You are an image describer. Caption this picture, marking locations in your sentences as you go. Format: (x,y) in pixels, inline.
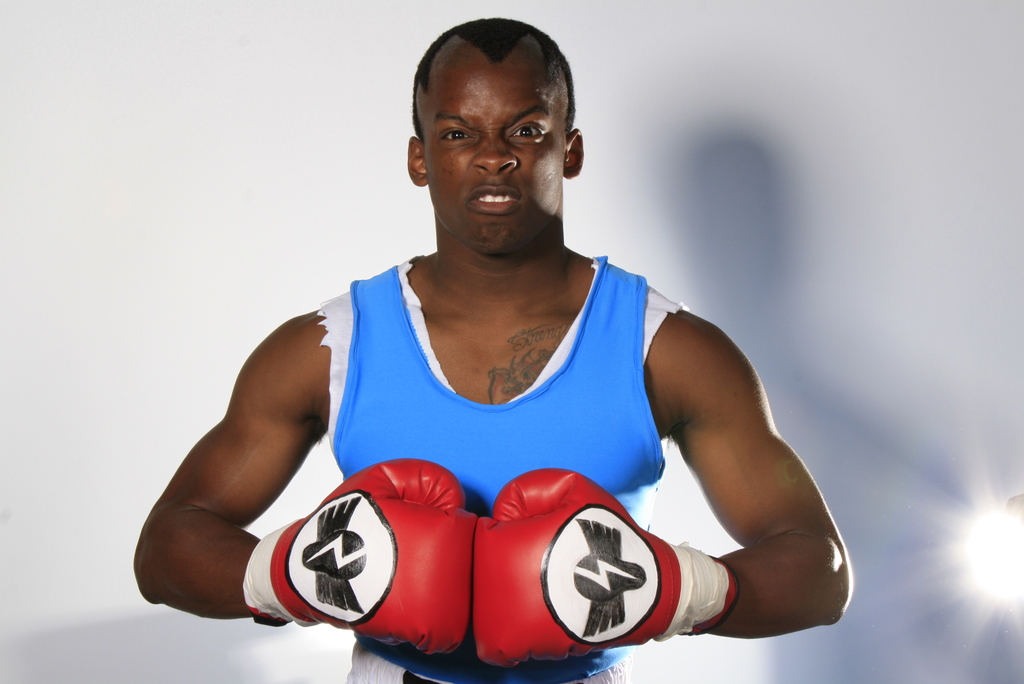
In this image, we can see a person (590,441) wearing boxing gloves (393,502). We can also see the white background (883,46). We can also see a light (1020,517) on the right (997,516).
